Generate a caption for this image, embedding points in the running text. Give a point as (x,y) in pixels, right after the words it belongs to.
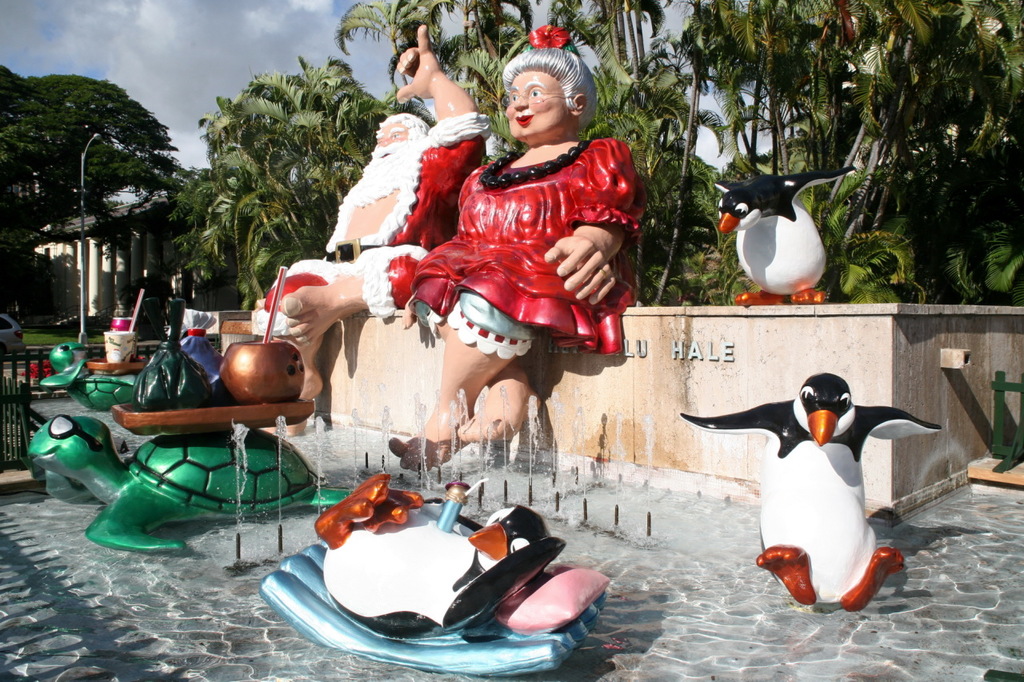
In this image I can see many statues (448,384). I can see the statues (415,305) of people (486,261) and an animal (783,268) on the wall (656,340). And few more animal statues (360,571) in the water (618,658). In the background (731,242) I can see the vehicle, pole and many trees (307,232). I can also see the clouds (200,30) and the sky (168,36).
